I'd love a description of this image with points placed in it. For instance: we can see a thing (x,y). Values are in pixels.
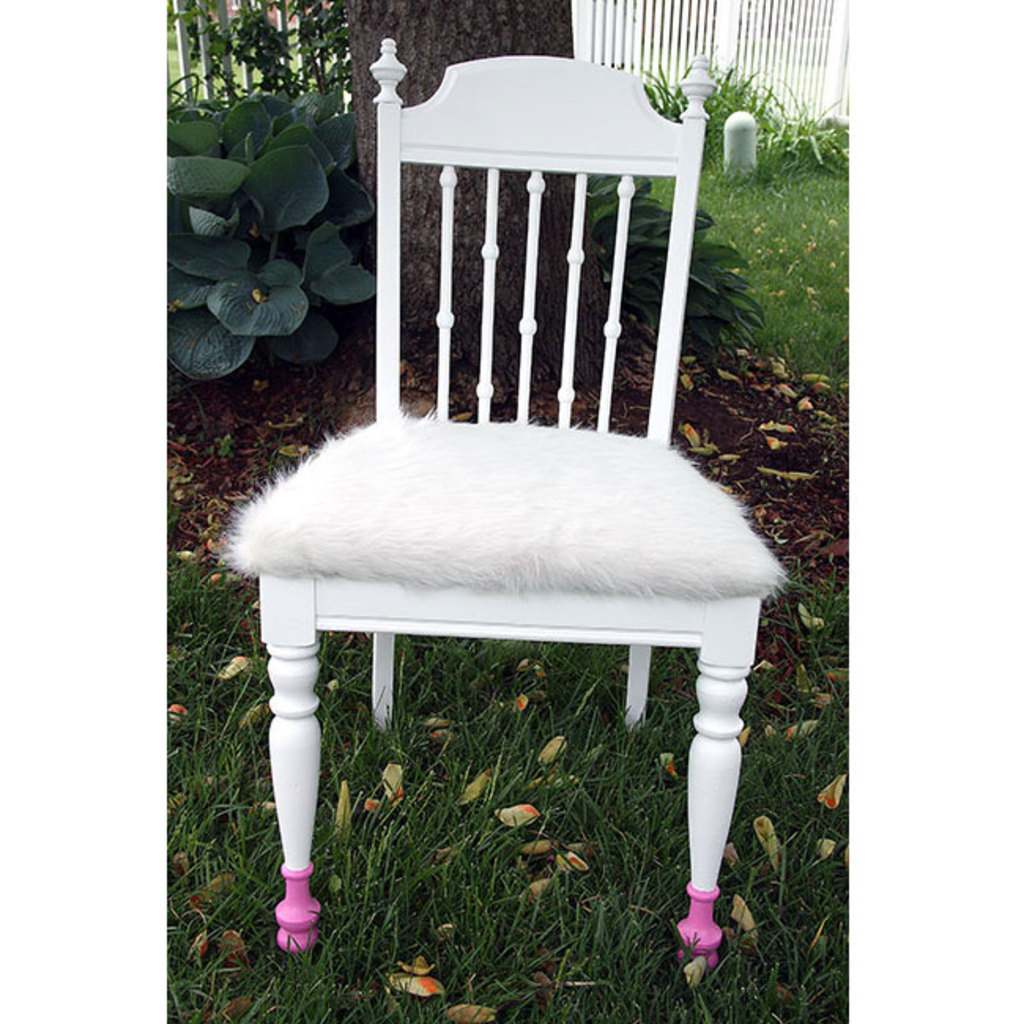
In front of the image there is a chair (483,529). Behind the chair (496,449) there is a tree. At the bottom of the image (497,698) there is grass (357,675) and there are leaves (224,945) on the surface (199,971). There are plants (360,224). In the background of the image (625,14) there is a metal fence (765,61).
